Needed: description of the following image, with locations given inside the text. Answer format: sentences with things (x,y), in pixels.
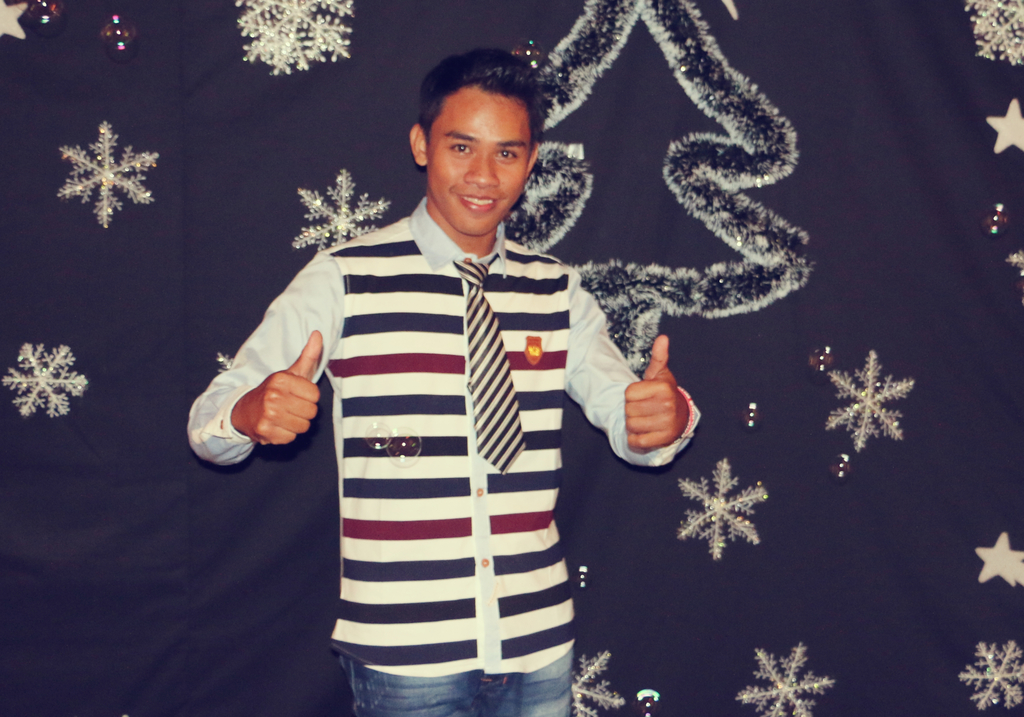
In this image there is a boy (400,501) in the middle (434,450) who is showing his thumbs (650,380) up. In the background (203,244) there is a curtain (145,229) on which there is some design (685,166). On the right side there are stars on the curtain (852,156). Beside the stars (990,124) there is a Christmas tree (712,73).
